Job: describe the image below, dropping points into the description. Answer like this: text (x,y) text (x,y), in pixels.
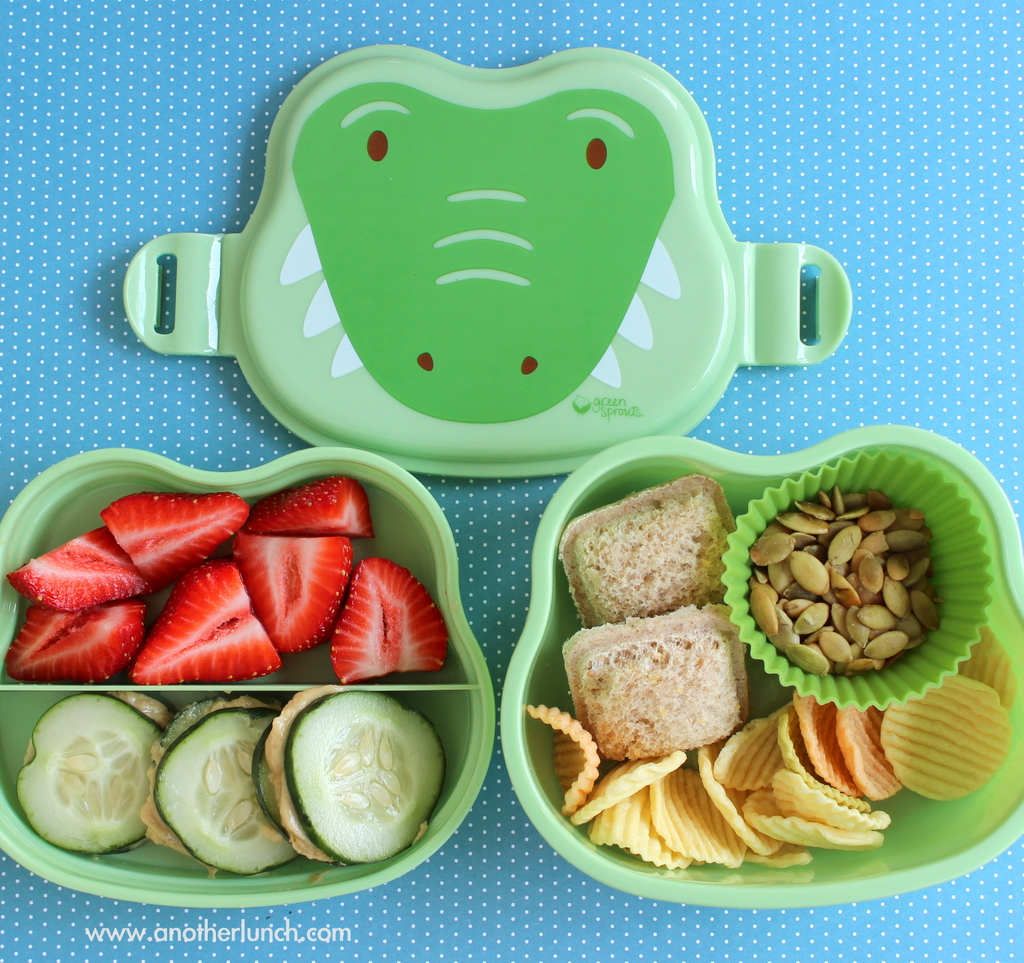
In the left side (189,522) these are the strawberry pieces (262,578) in a green color box (322,595), in the right side (871,746) these are the food items (815,665) in the box (763,665).
